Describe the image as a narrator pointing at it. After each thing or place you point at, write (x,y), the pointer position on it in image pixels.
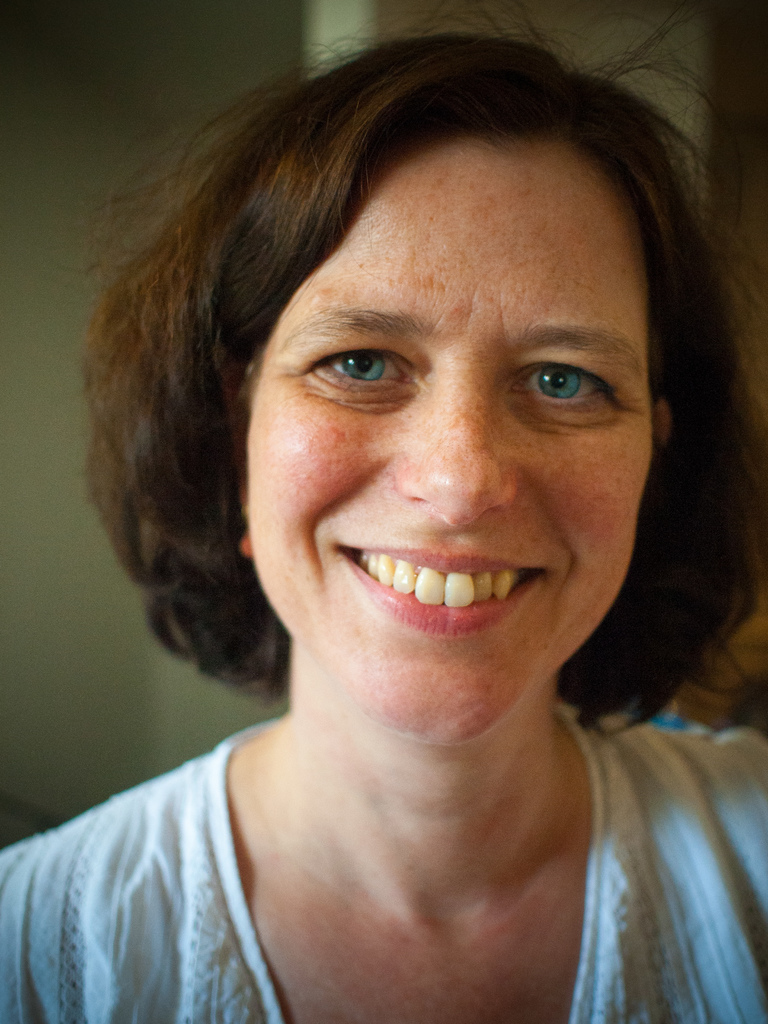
In this image, we can see there is a woman (467,413) in a white color dress (245,953), smiling. And the background (19,792) is blurred.
